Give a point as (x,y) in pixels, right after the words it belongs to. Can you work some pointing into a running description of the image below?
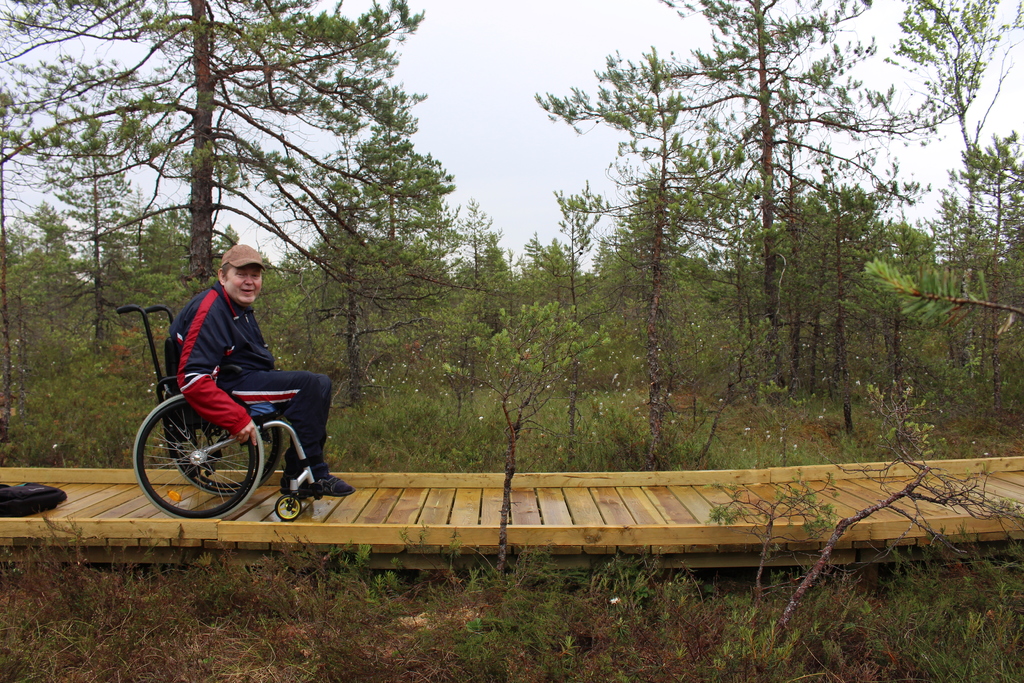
Here we can see a man (266,352) sitting on a wheelchair (253,469) on a platform (132,535) and we can see a bag (20,501) on the left (28,491) on a platform (141,548). In the background (323,142) there are trees (276,333), grass (856,645) and sky (880,36).
